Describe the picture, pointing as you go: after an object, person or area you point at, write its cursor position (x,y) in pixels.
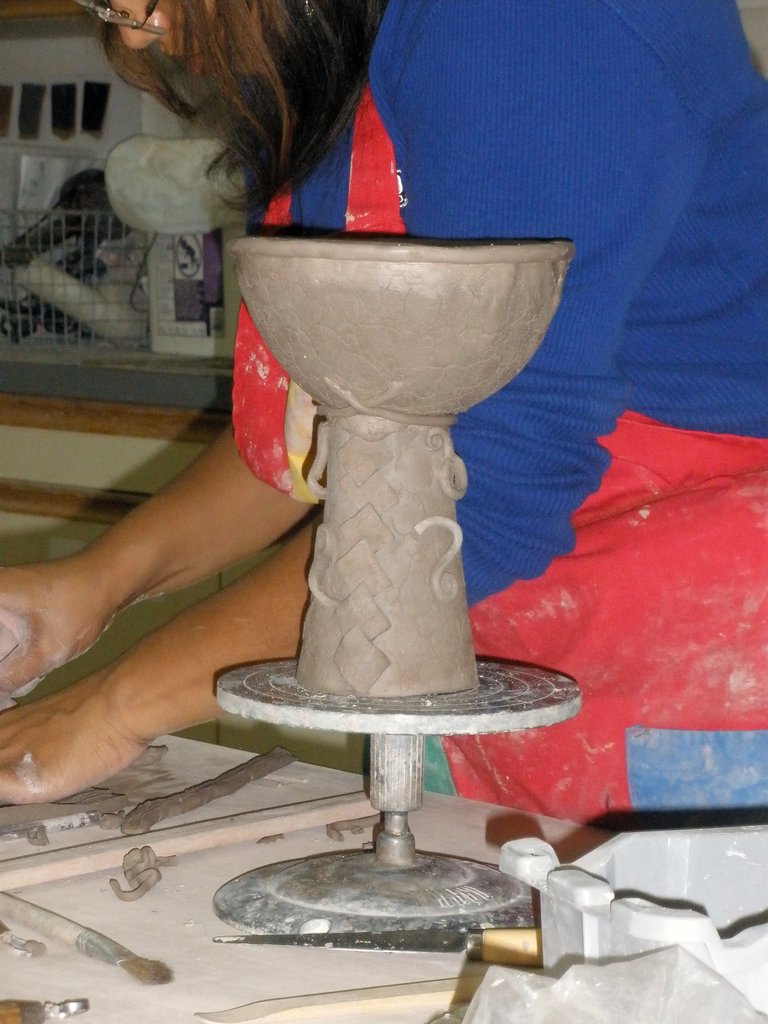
In this picture we can see the clay stand (529,320) in the front (397,729) with box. Behind there is a woman (706,244) wearing blue dress (665,370) and making something on the table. In the background (42,339) there is a iron net (114,257) and wall (59,144).
